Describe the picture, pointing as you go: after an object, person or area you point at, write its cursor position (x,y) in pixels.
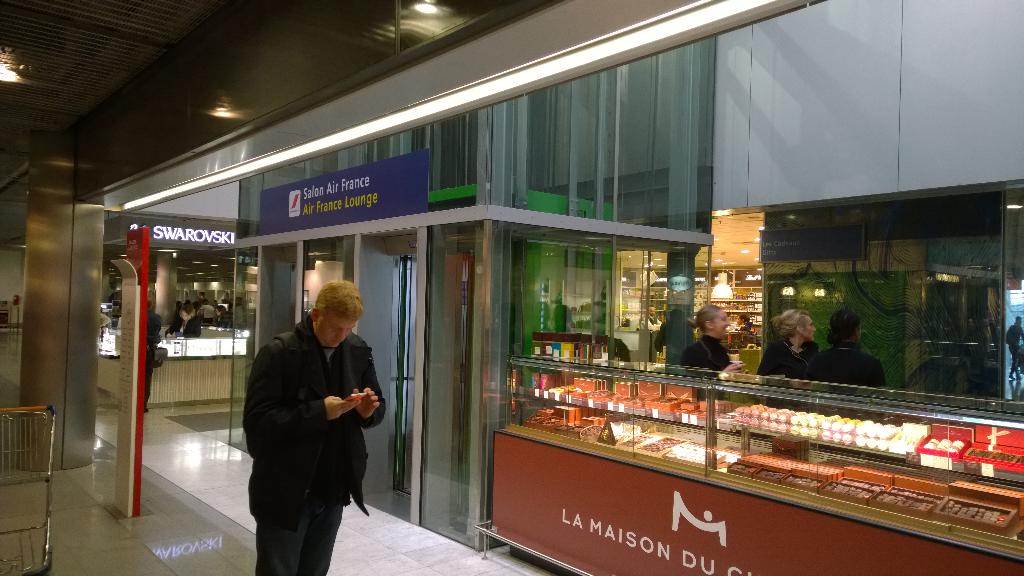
In this picture we can see a man (251,408) standing and holding a mobile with his hands (368,391), trolley (2,438), some objects (903,423) in racks (723,302), lights (718,297) and in the background (230,305) we can see a group of people (854,320).
